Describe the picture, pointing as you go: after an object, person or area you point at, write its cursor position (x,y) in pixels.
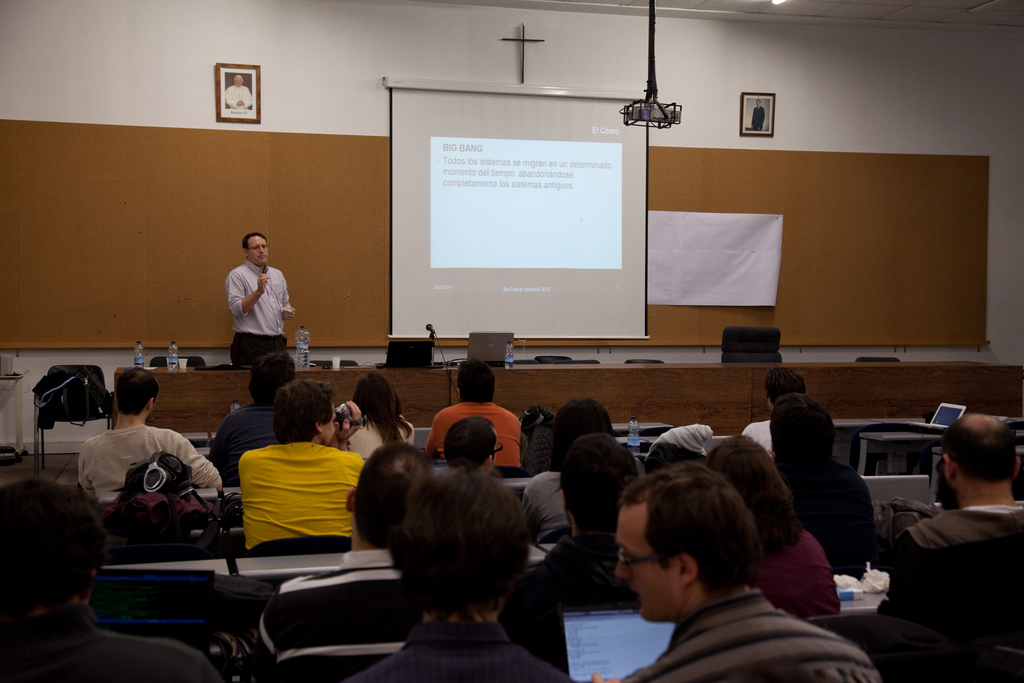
In this image there are groups of persons (459,501) sitting, there is a person (264,291) standing and holding an object (260,267), there are objects (508,361) on the desk (669,391), there are chairs (755,348), there is a projector (655,112), there is a screen (531,205), there are photo frames (753,104) on the wall (344,31), towards the left of the image (18,402) there is an object (12,376) truncated, there is a chart (717,259) on the wall (836,257).
